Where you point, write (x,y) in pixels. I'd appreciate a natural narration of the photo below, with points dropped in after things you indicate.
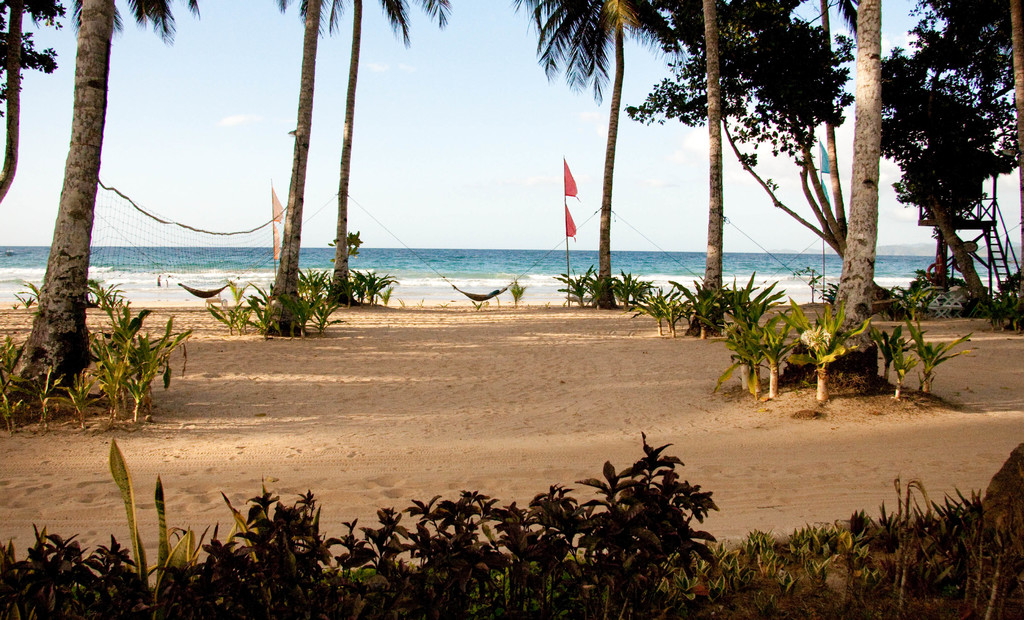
In this picture I can see trees (812,162), plants (500,617) and I can see a net (179,221), few flags (274,202) and couple of hammocks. I can see water (470,267) and a blue sky (364,148) in the background (551,170) and looks like a wooden check post (993,212) on the right side (983,232).
